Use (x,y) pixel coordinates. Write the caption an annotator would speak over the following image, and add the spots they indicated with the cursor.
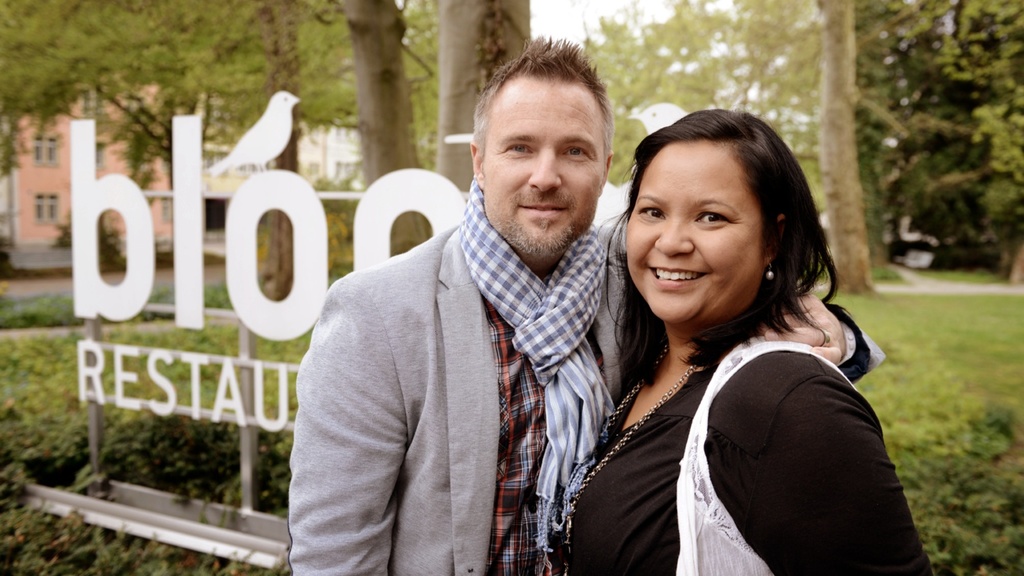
In this image there is a man (529,303) and a woman (687,322) standing with a smile (663,285) on their face (534,236), behind them there is a logo (183,237) of a restaurant (297,329), behind that there is grass (175,345), behind the grass (228,342) there are trees (720,80) and a building (118,121).
